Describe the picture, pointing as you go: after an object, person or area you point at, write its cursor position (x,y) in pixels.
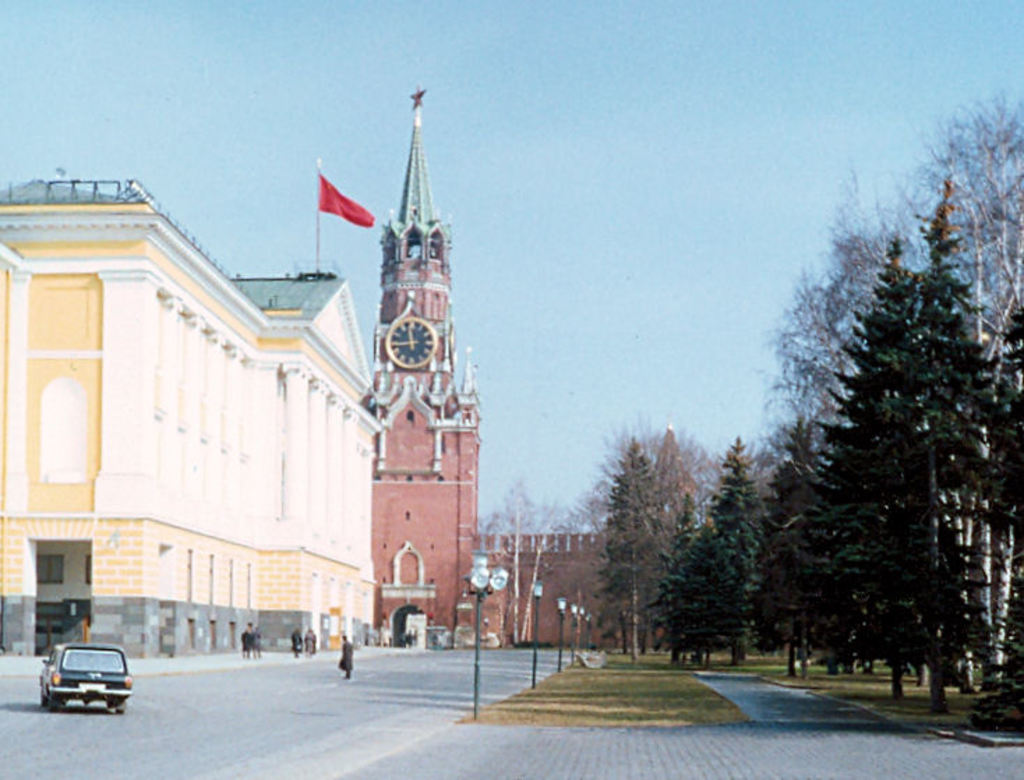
In this picture we can see car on the road (405,771), light poles (577,610), trees (517,585) and grass (691,705). There are people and we can see buildings (358,534), flag (343,209) with pole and clock (396,337) on the wall (426,303). In the background of the image (591,214) we can see the sky (658,203).
